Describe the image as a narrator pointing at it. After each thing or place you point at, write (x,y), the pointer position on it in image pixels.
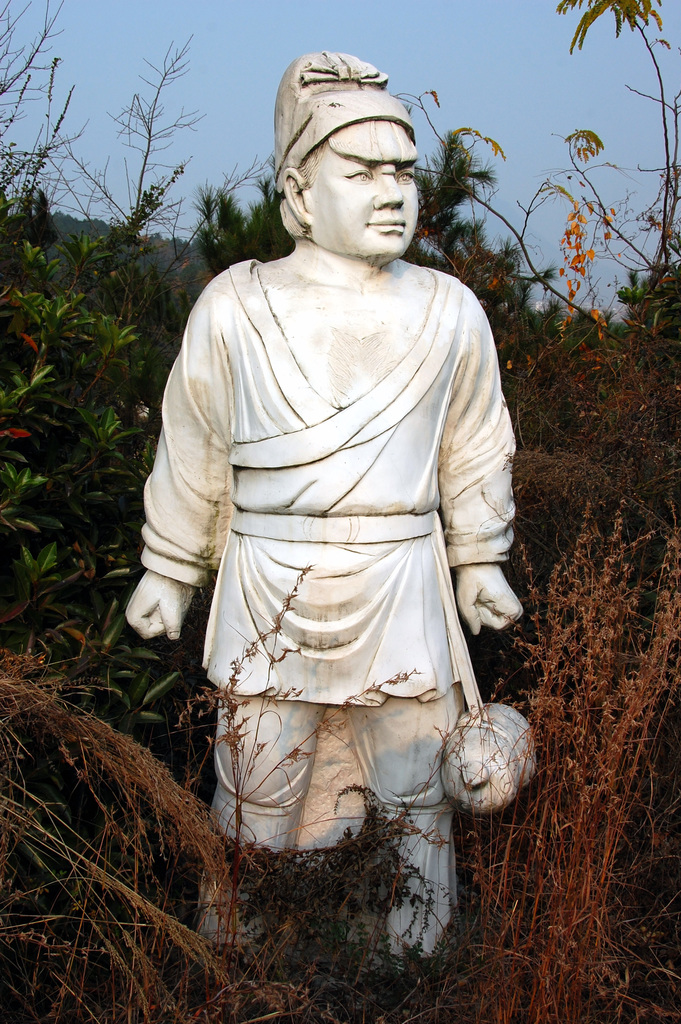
In this image, we can see a statue (286,563). We can see some plants (109,754). Among them, we can see some dried plants (571,891) at the bottom (635,882). We can see some trees (515,288) and the sky (541,146).
